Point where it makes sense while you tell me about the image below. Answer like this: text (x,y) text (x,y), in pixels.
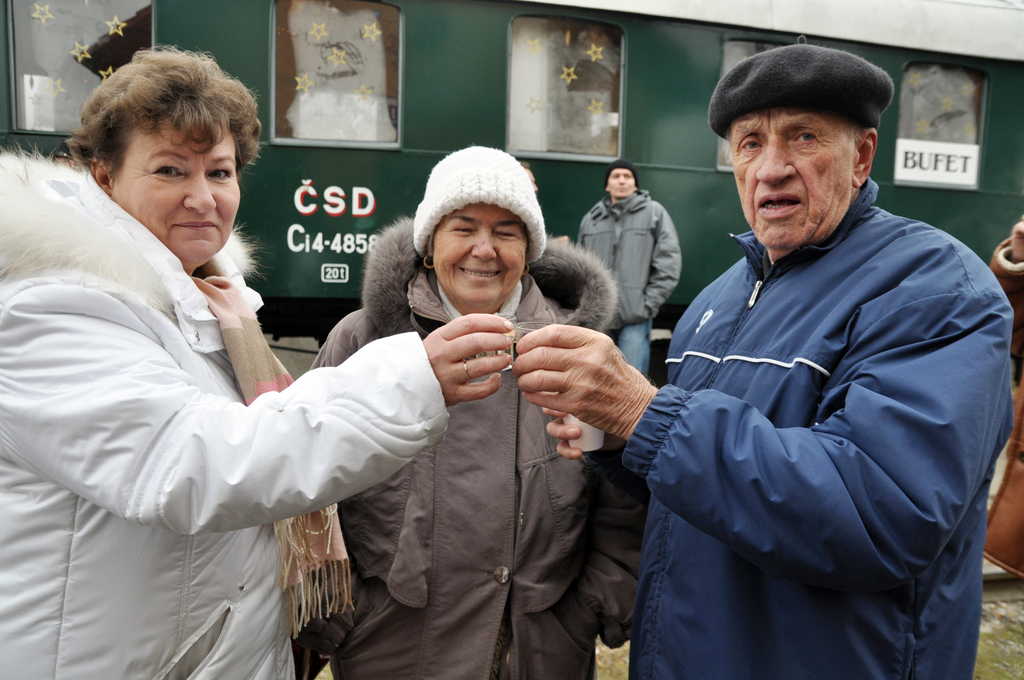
In this image we can see few persons (28,294). There are two persons (625,415) holding some objects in their hand (611,376). There is a train (944,172) and some text (945,157) written on it in the image.
